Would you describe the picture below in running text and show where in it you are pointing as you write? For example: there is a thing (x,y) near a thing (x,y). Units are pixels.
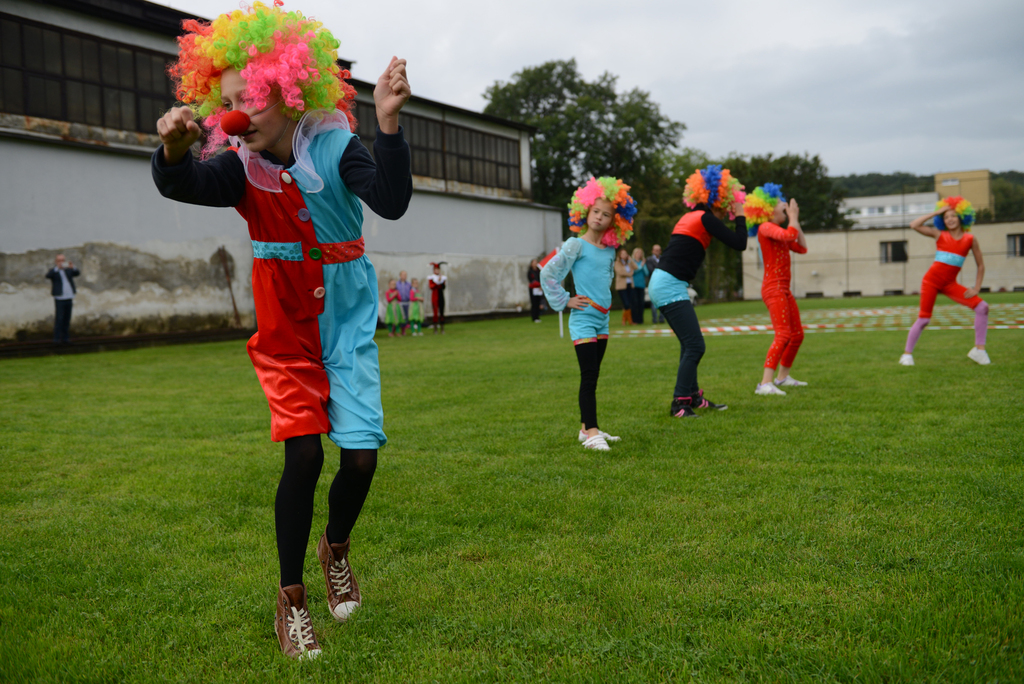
The picture consists of a ground (956,489). In this picture we can see people (347,446) dancing. In the foreground (235,434) there is grass (472,349). In the middle of the picture (428,244) there are trees (678,175) and buildings (434,181). At the top (647,28) there is sky (773,47). In the middle of the picture (431,284) we can see people (442,288).
